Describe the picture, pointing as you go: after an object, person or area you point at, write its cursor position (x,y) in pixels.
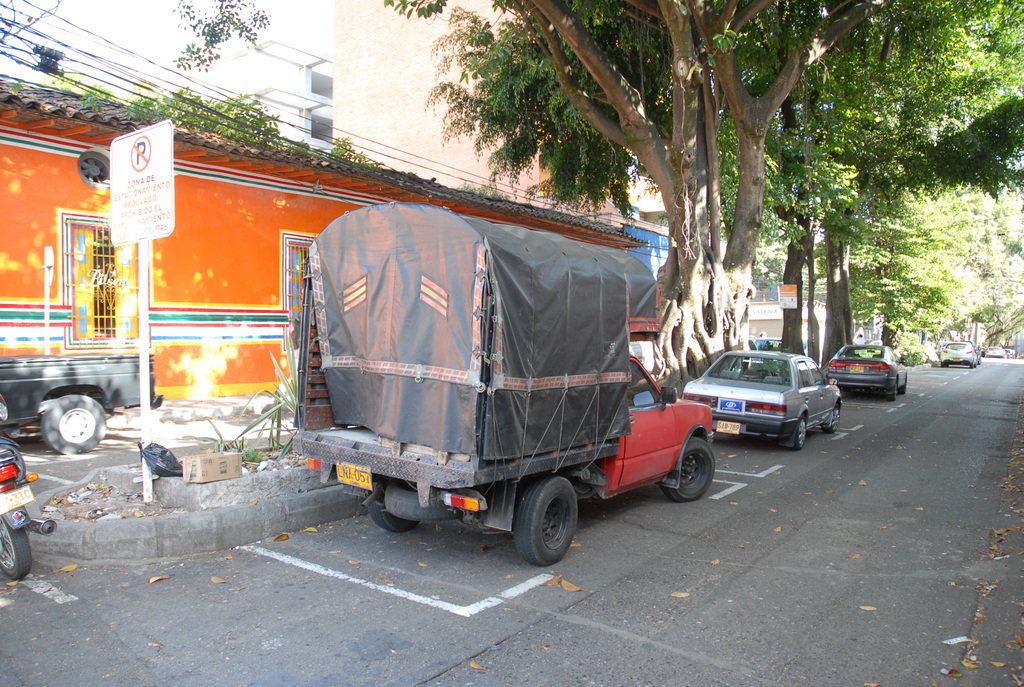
In this image I can see a road (709,536) in the centre (436,259) and on it I can see number of vehicles (625,419). On the left side of this image (164,142) I can see a white colour board (138,138) and near it I can see a box (220,469). I can also see something is written on the board (153,208). In the background (55,303) I can see number of trees (834,185), few buildings (103,300), few wires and few more boards (797,306).
